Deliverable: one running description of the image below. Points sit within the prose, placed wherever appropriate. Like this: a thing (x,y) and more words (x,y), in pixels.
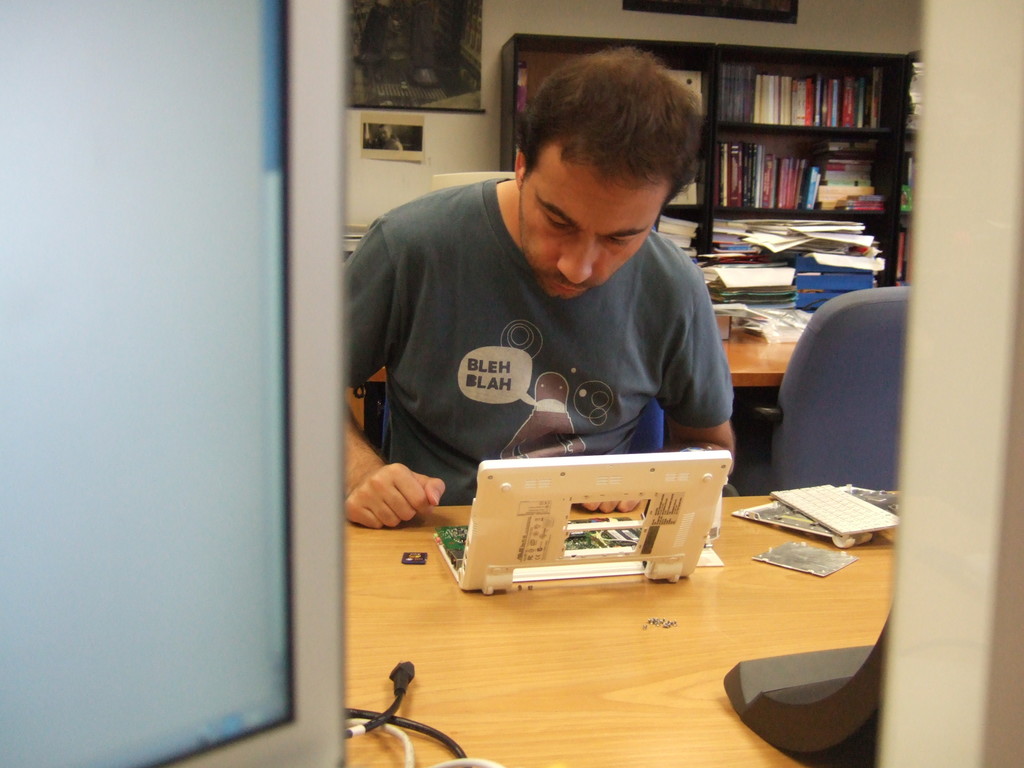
In this image the man (589,407) is sitting on the chair (642,419). On the table (616,606) there are some electrical materials (788,526). At the back side (827,162) we can see a book rack (892,157).
